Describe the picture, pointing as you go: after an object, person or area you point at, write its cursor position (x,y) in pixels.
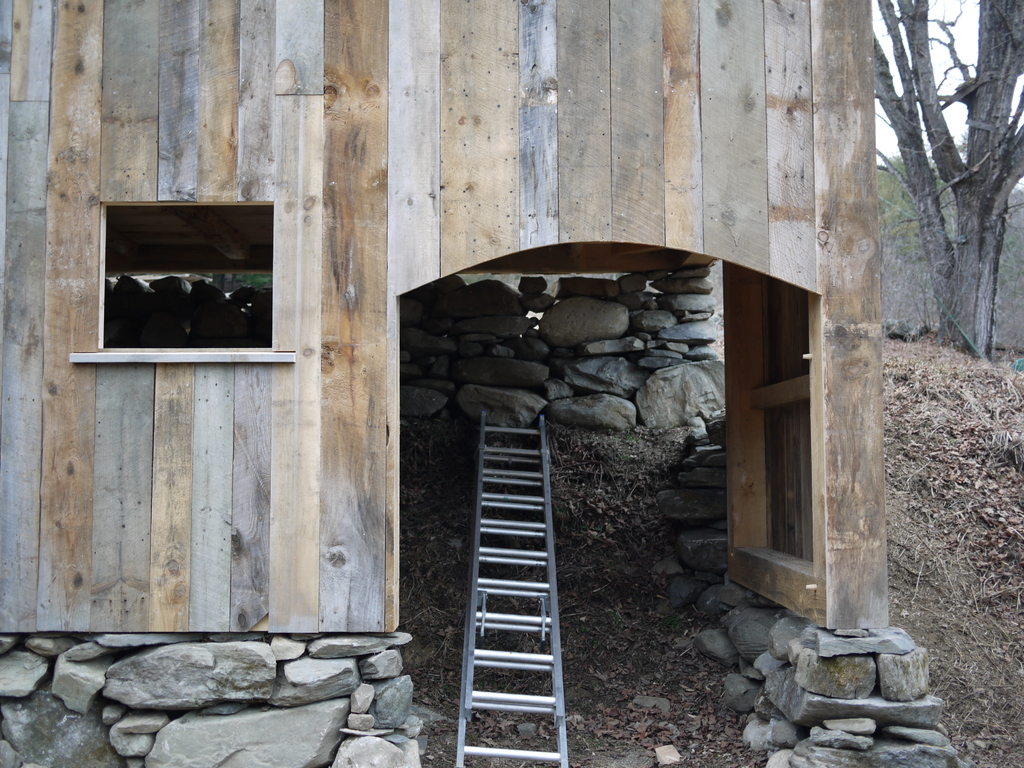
In this image it seems like there is a wooden house (548,102). Under the wooden house (557,269) there are stones (599,322) which are kept one above the other. In the middle (549,510) there is a metal ladder (466,672). There are stones (190,686) on either side of the ladder (525,618). On the right side (971,235) top there is a tree (980,261). At the bottom (964,590) there is a ground (967,551) on which there are dry leaves (950,497) and sand (948,651).
